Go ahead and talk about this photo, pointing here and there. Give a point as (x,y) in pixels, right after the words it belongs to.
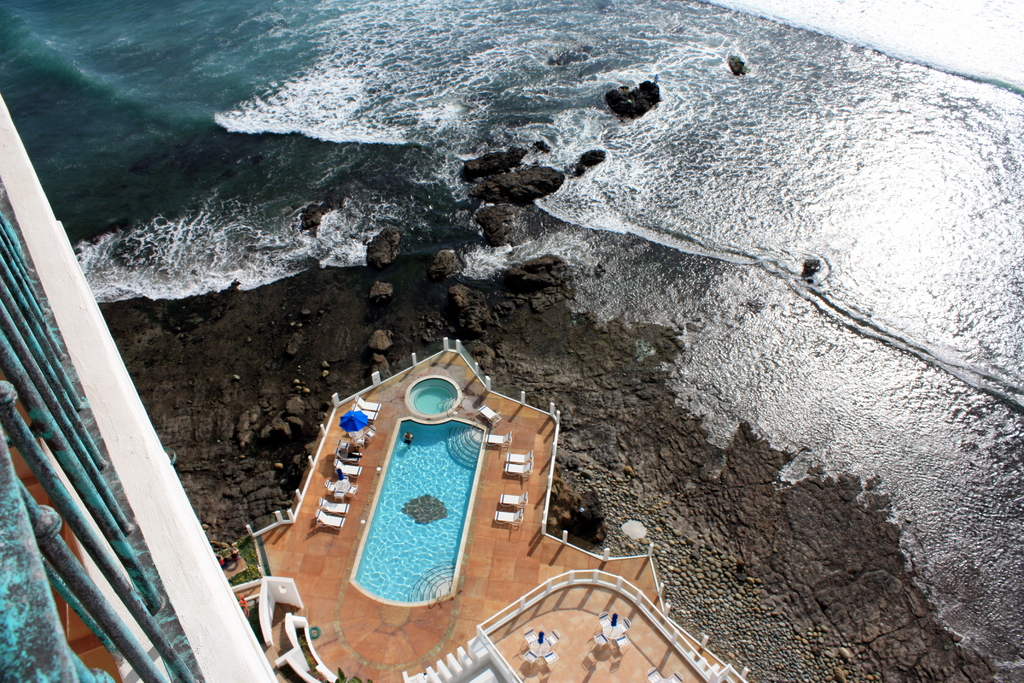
In this image I can see the swimming pools (418,523). To the side I can see an umbrella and many beach beds (511,513). To the right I can see the tables (539,645) and chairs (551,654). To the left (23,521) I can see the railing (28,511). In the background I can see the rocks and water (529,108).
